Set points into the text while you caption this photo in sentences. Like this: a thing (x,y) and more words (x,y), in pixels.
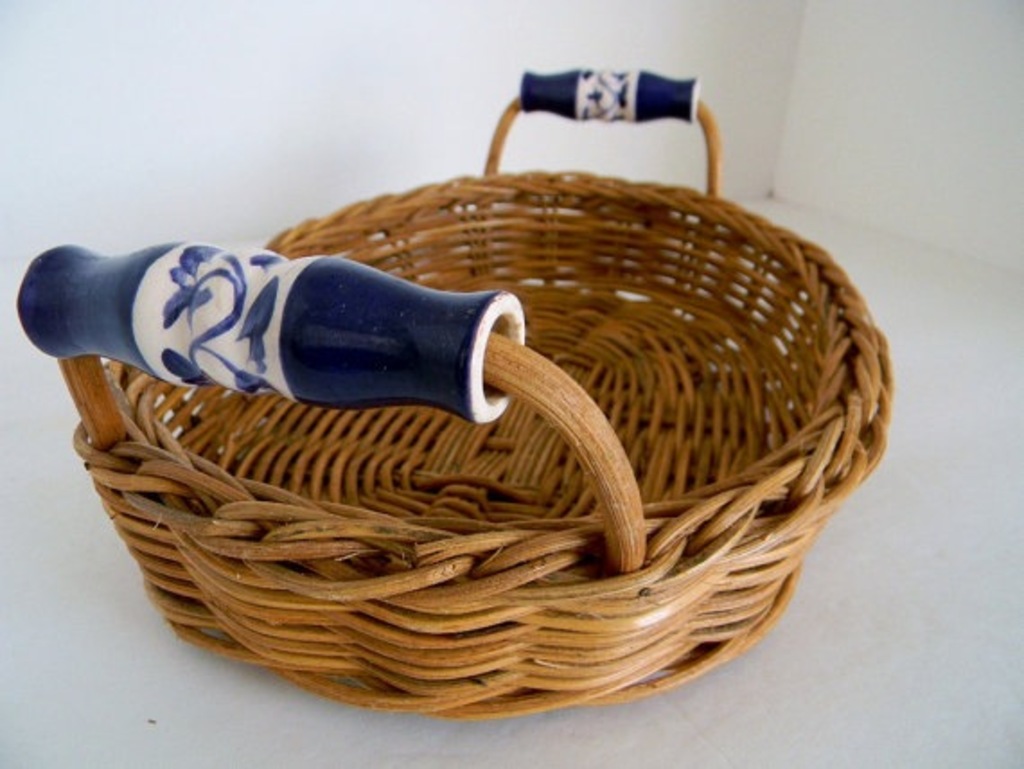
In this image there is a wooden basket (558,182), at the top (629,26) may be there is the wall (275,76).
